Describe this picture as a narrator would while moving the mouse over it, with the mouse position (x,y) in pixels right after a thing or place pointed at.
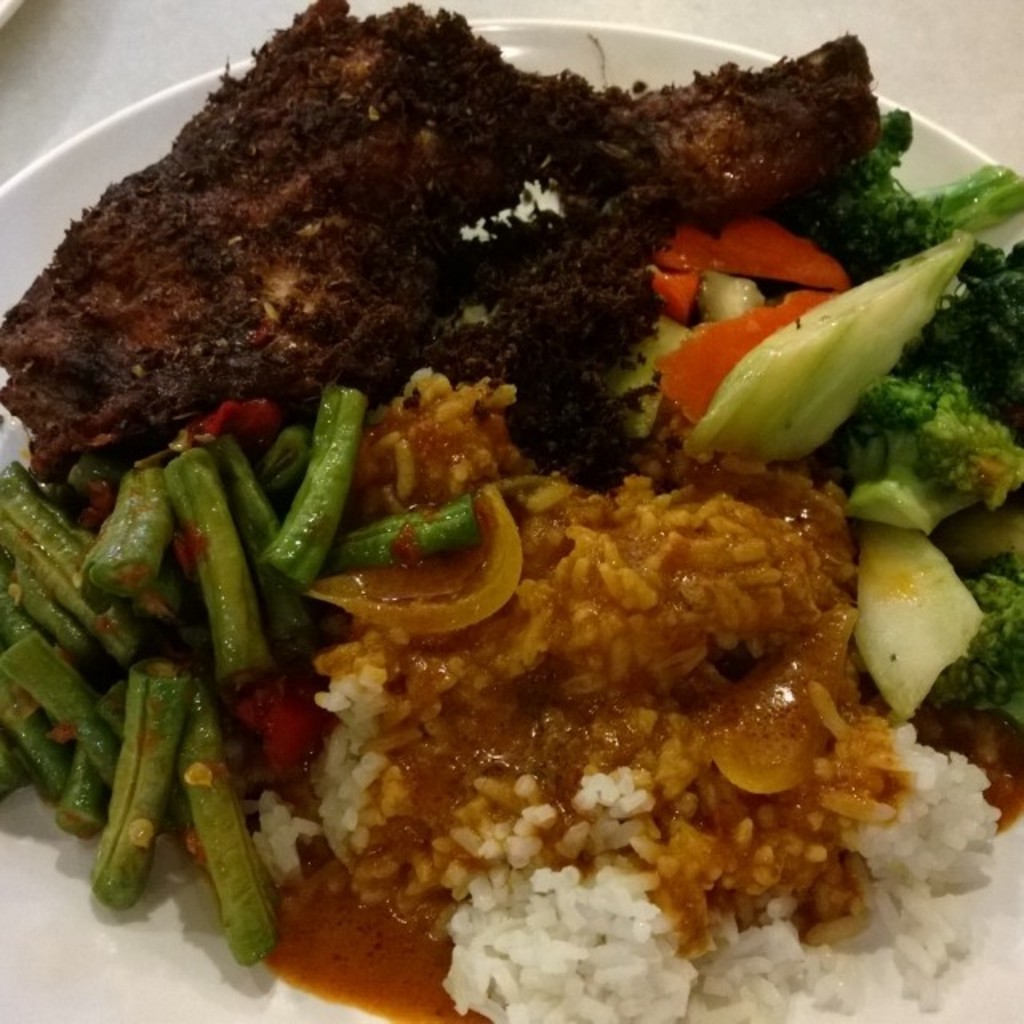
In this image we can see a serving plate (210,86) which consists of different kinds of foods (613,569) in it.
